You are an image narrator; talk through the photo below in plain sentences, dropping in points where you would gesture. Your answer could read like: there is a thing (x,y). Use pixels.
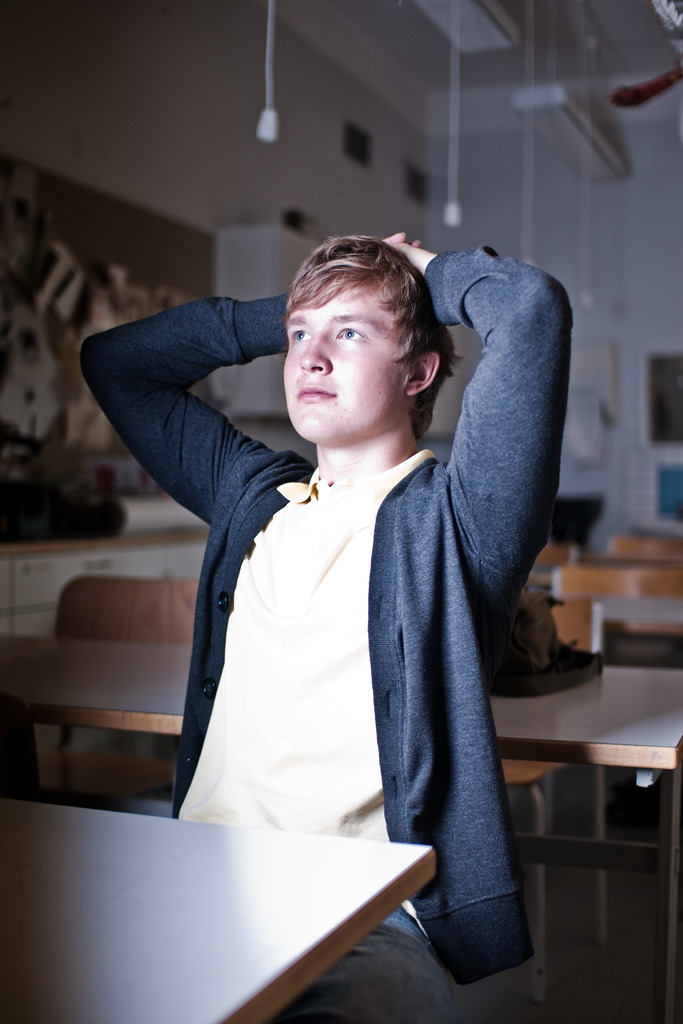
In this image we can see a man (295,697) wearing blue jacket (378,695) is sitting on the chair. There are many chairs (669,548) and tables (142,646) in the background of the image (676,553).
